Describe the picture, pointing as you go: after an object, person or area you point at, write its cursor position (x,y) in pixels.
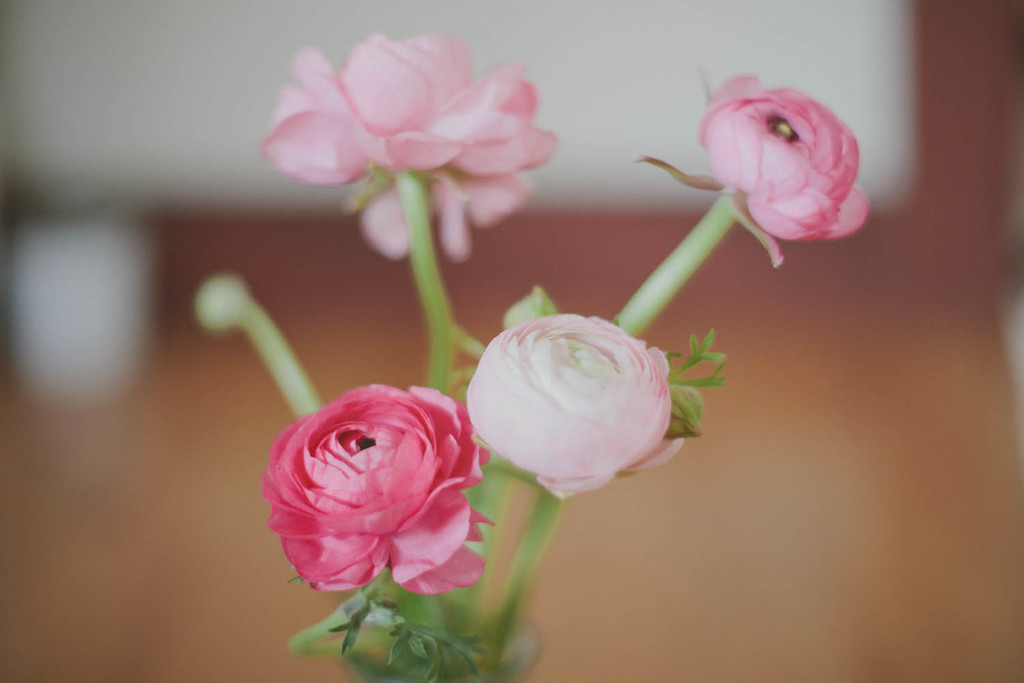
In this image we can see flowers (567,434), leaves (419,636), and stems (687,257). There is a blur background (656,224).
